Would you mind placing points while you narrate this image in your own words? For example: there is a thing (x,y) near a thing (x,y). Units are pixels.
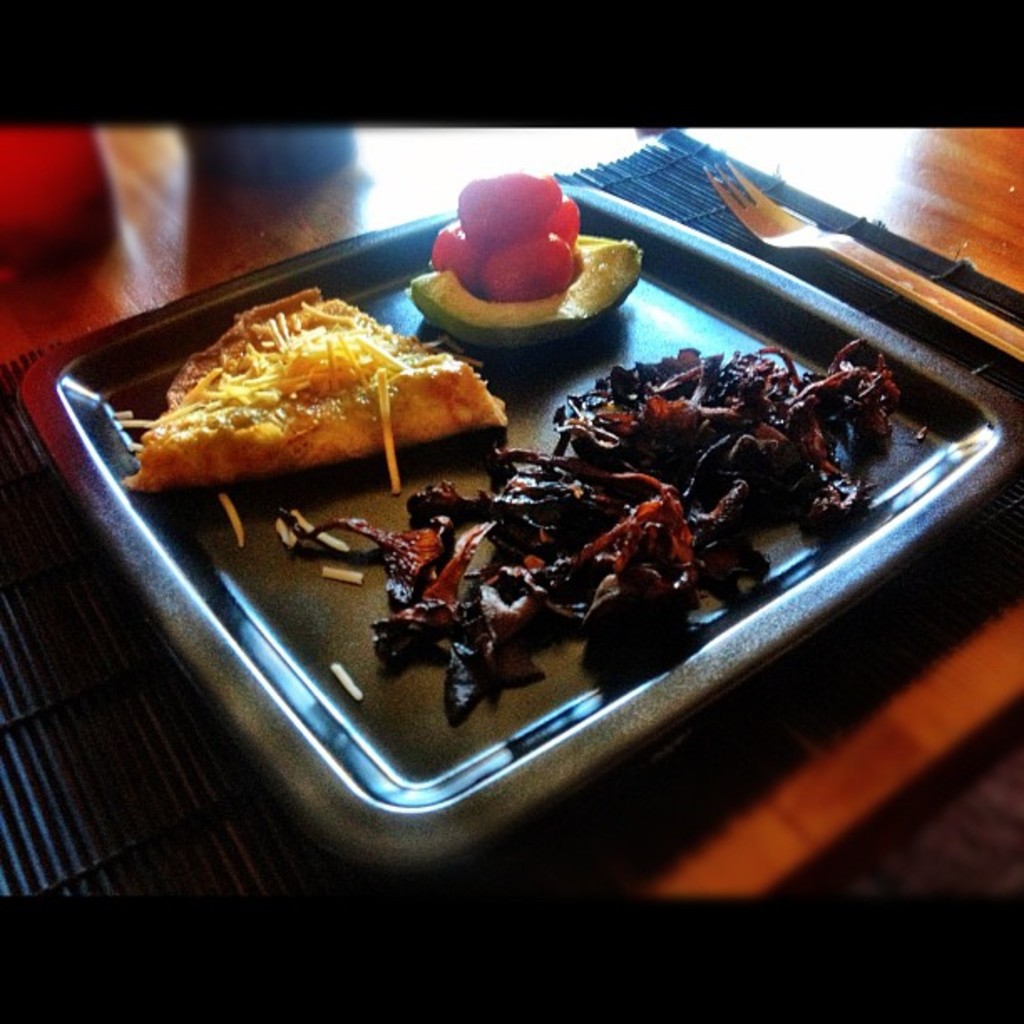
In the center of the image (404,435) we can see a plate (366,662) containing food (754,395), a table mat (723,208) and a fork (867,261) placed on the table (842,788).
